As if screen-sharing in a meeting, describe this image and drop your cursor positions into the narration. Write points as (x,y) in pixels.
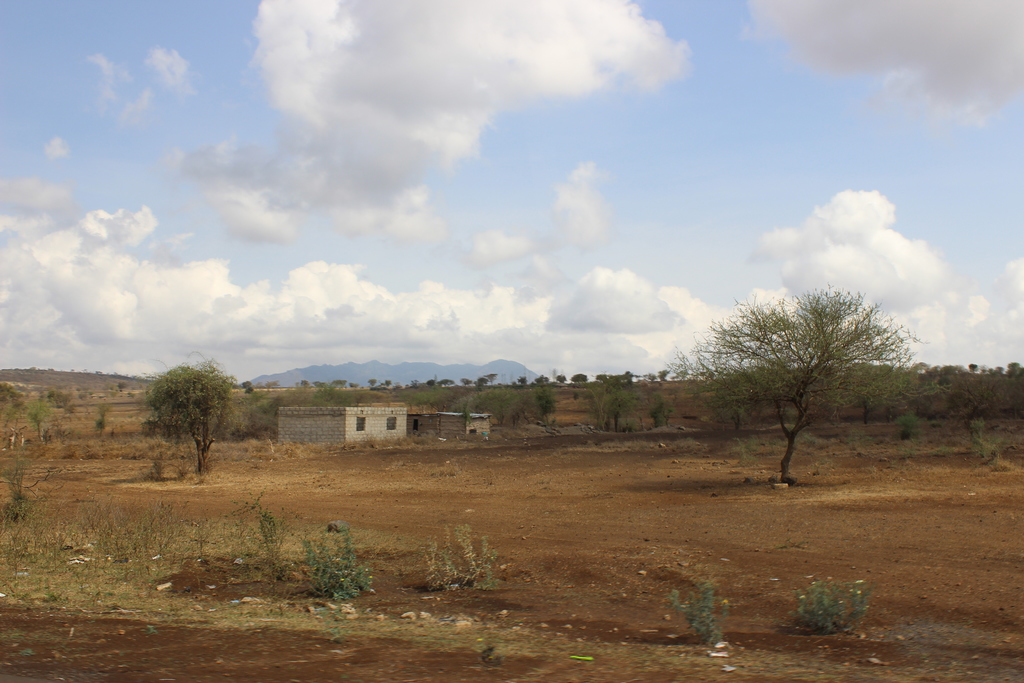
In the center of the image (382,429) we can see two buildings (440,430) with windows (395,428). In the background (186,451), we can see a group of trees (961,408), plants (690,611), mountains (448,371) and the cloudy sky (531,363).
